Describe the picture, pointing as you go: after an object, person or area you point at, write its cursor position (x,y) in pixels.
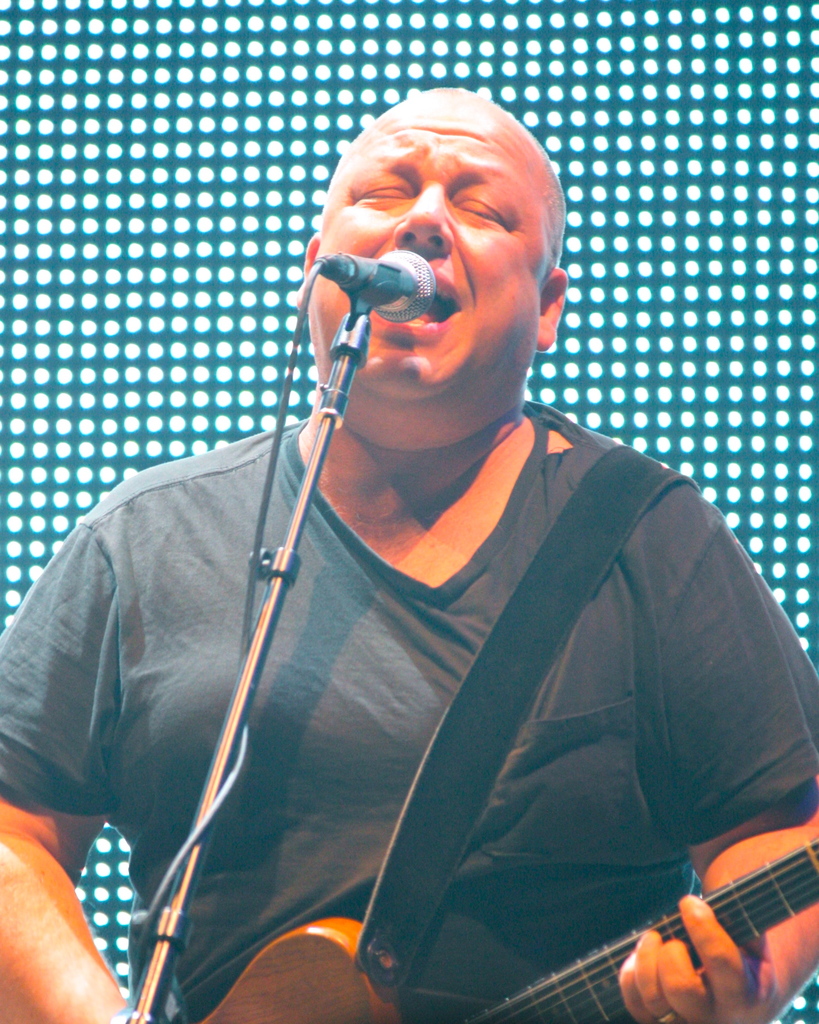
In this image i can see a man (384,419) holding a guitar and singing there is a micro phone (418,298) in front of a man (468,289).
